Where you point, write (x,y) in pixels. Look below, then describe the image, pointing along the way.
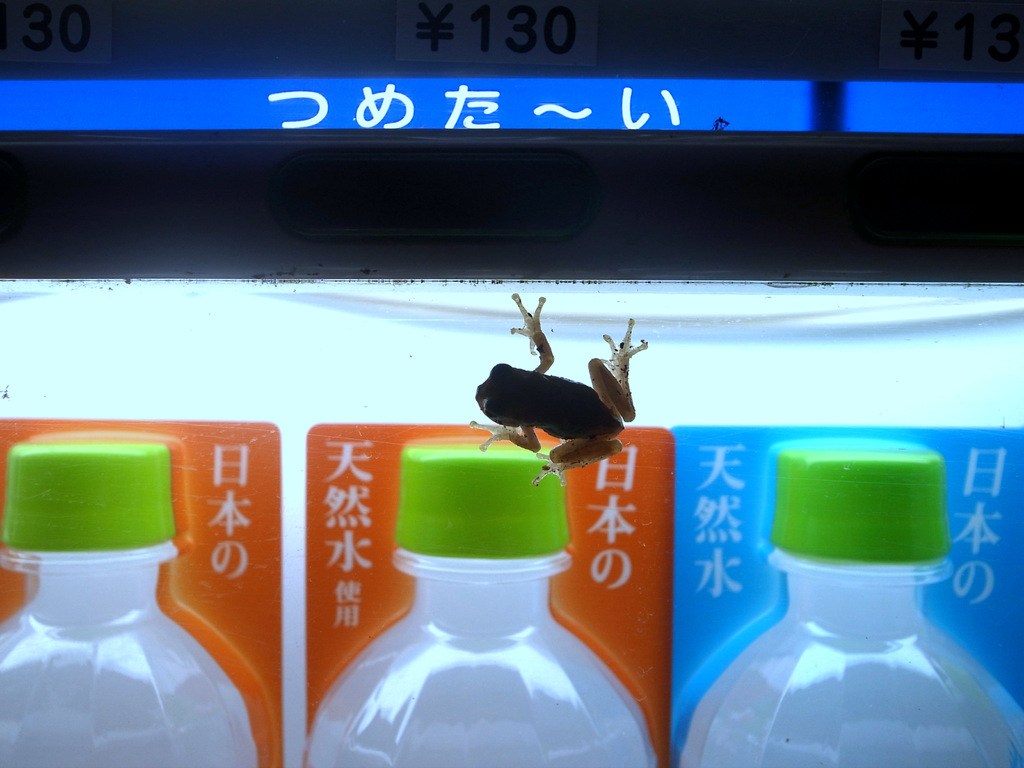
In this image i can see few bottles (527,608) and a frog (564,415).
